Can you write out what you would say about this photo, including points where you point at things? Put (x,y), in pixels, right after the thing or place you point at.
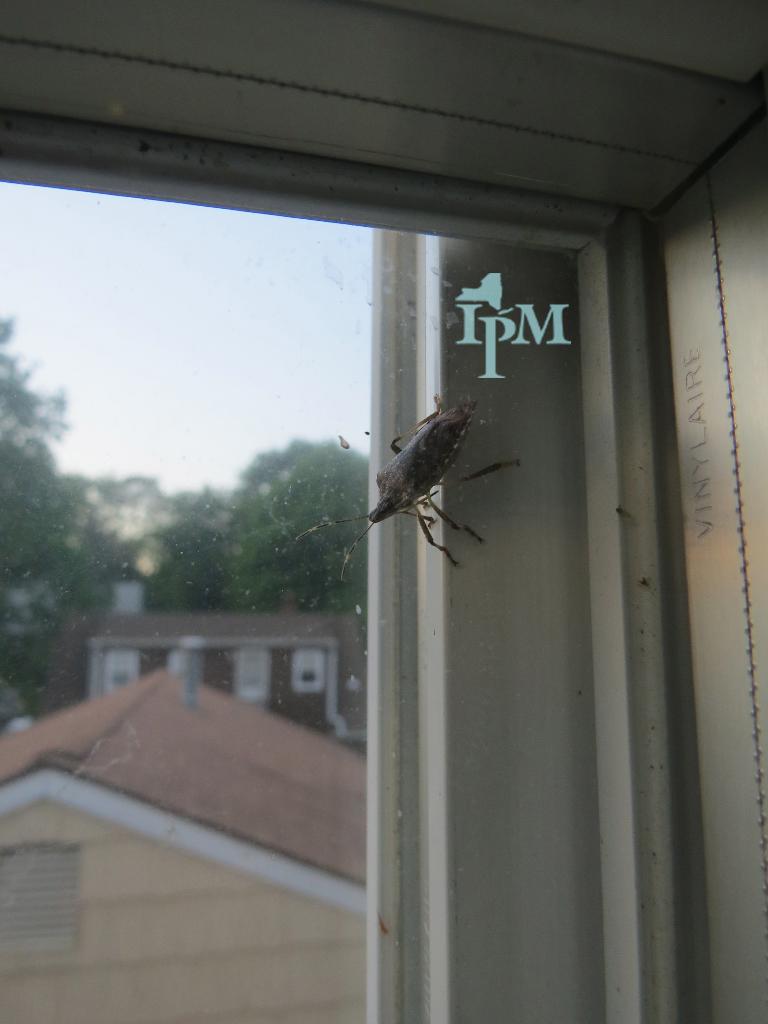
In this picture I can see a window glass (26,239) in front (76,493) and on it I can see an insect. Through the glass (188,493) I can see number of buildings (30,757) and trees (222,601). I can also see something is written on the glass (457,339). In the middle of this picture (327,352) I can see the sky (196,347). On the right side of this picture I can see a word (705,408) written.
